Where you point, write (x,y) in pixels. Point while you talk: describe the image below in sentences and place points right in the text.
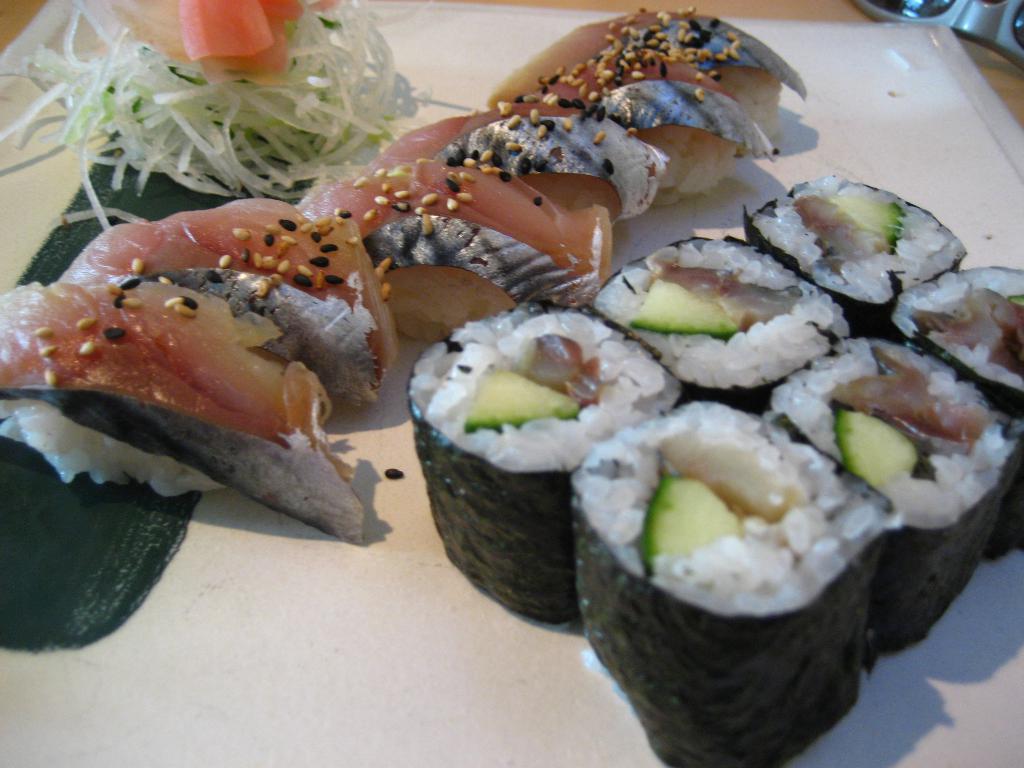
In the image there is a sushi (578,554) and some other food (373,168) placed on a plate (729,187).
